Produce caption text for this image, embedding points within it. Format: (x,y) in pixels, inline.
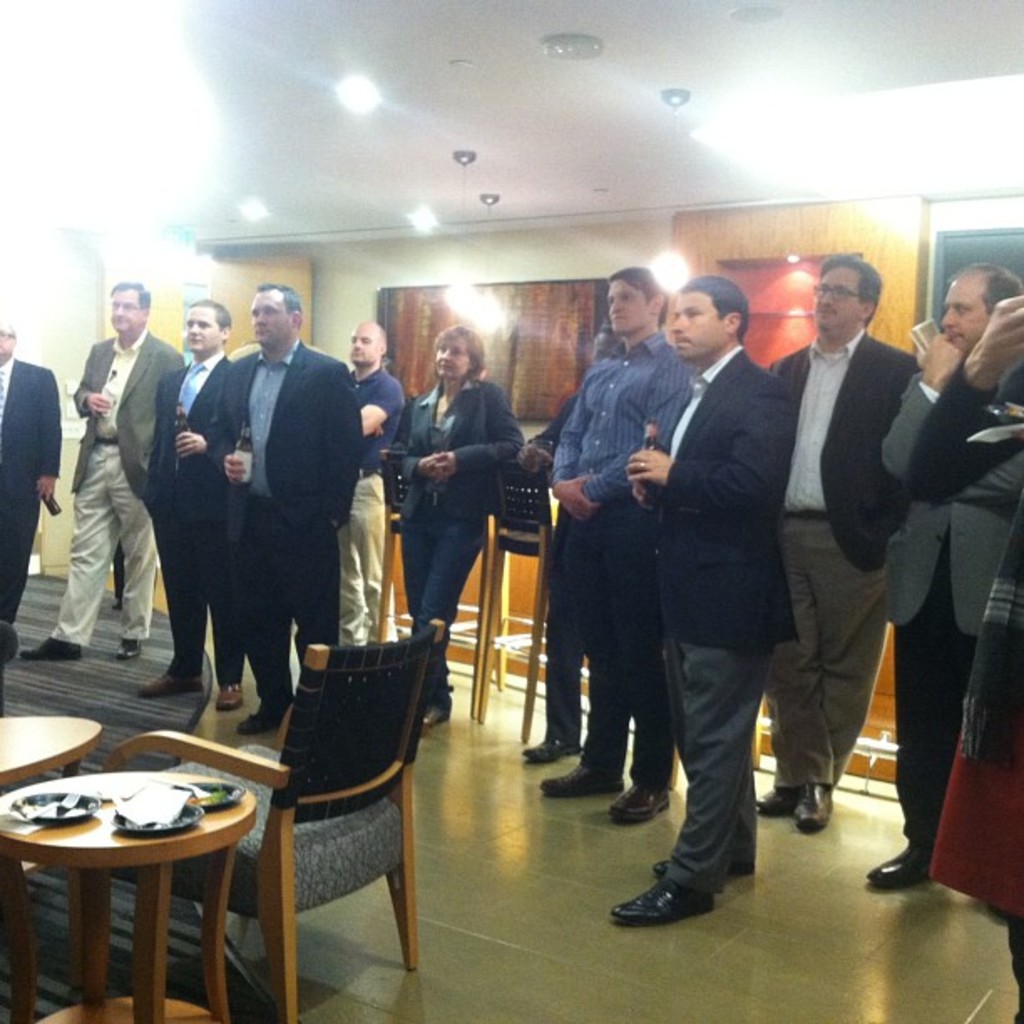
This picture describes about group of people (584,589) they are all standing, in front of them we can find table (76,861) and couple of chairs (277,789), in the background (494,306) we can see couple of lights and a picture (447,320).
